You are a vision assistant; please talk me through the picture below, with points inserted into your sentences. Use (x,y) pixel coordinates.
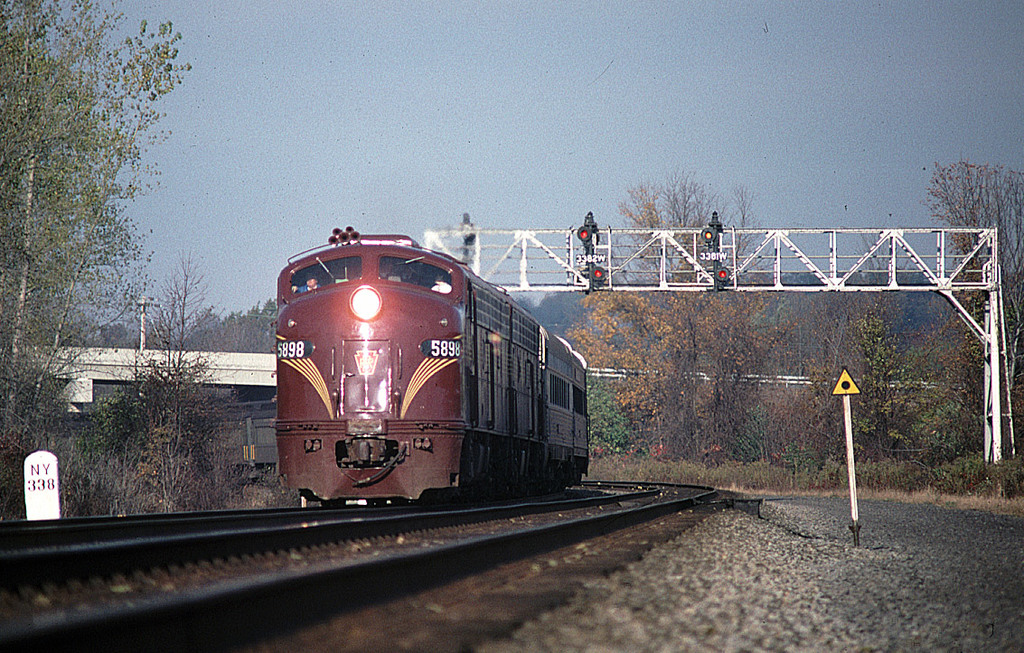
In this picture we can see a train (336,456) on the railway track (37,527). On the left side of the image (58,478), there is a rock (57,502). On the right side of the image (849,435), there is a pole (846,399) with a signboard (844,382). Behind the train (433,355), there is a truss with lights (588,221) and there are trees (653,301), a pole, board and a bridge (230,369). At the top of the image (494,118), there is the sky (487,121). On the right side of the train (442,459), there is another railway track (537,506).
